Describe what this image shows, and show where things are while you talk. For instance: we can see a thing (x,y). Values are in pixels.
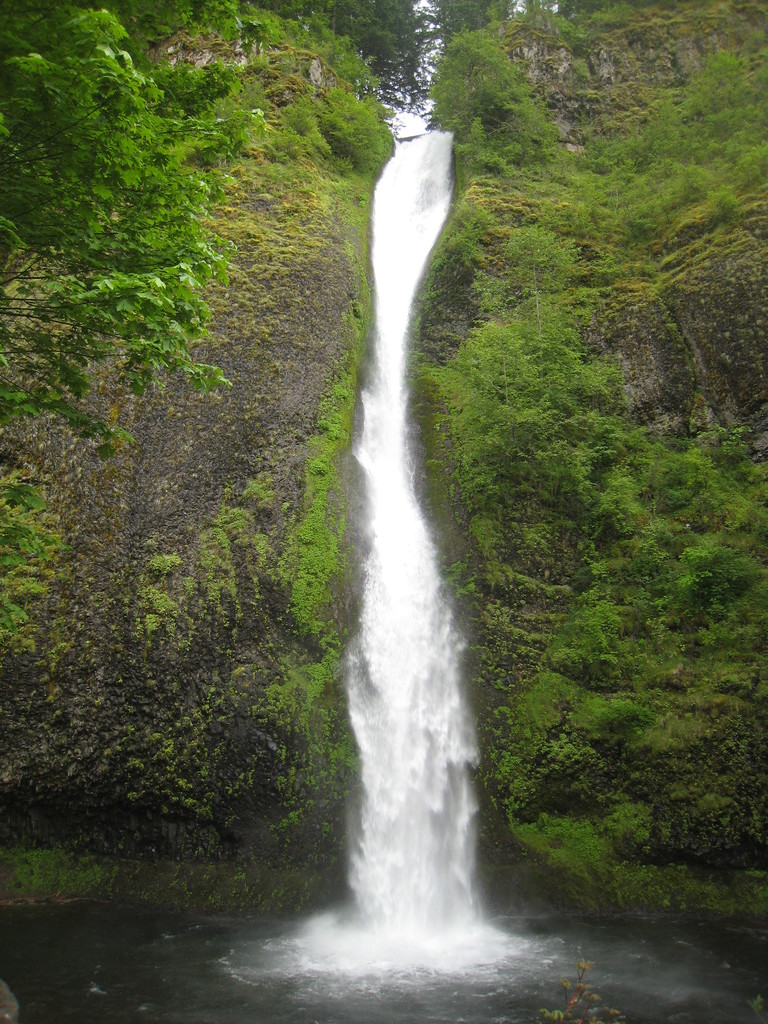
In the picture we can see a forest area (548,383) with rocky hill (720,818) and to it we can see, full of moss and some plants (439,119) and in the middle of the hill (439,294) we can see water falls (395,316) and beside the hill (133,895) we can see a part of the tree (189,3).
